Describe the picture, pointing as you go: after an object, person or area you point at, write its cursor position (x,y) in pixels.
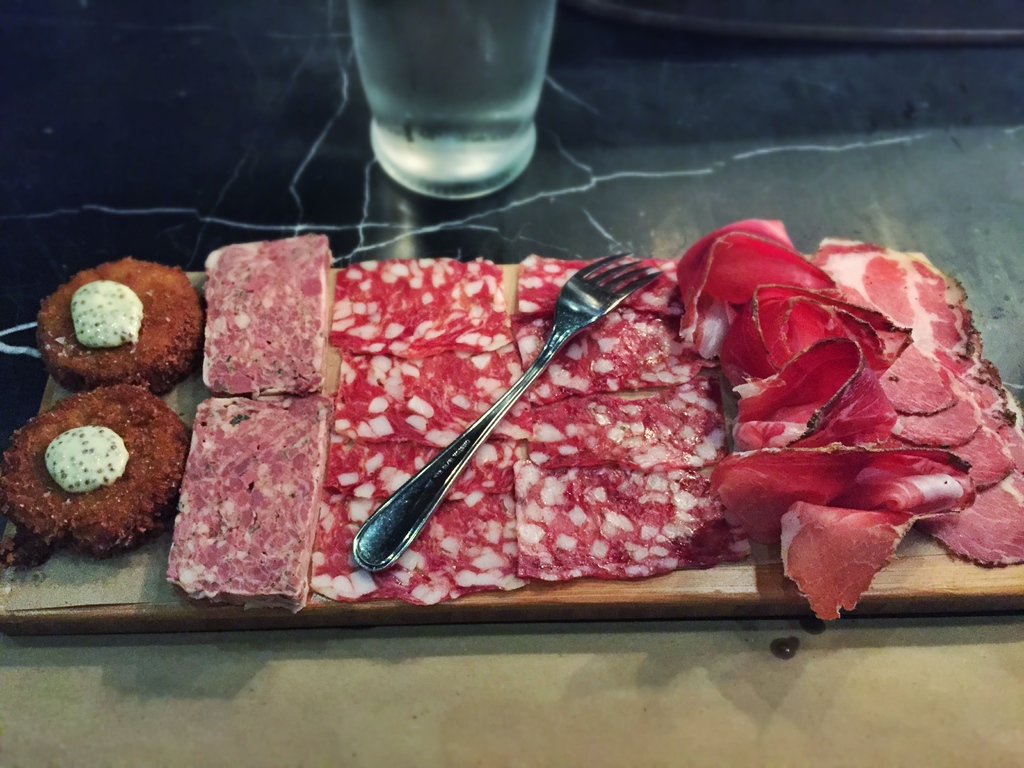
In this image we can see a serving plate (685,412) which has slices (618,528) of meat (546,492) and fork (450,446) on it. Beside the plate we can see a glass tumbler (433,91).
